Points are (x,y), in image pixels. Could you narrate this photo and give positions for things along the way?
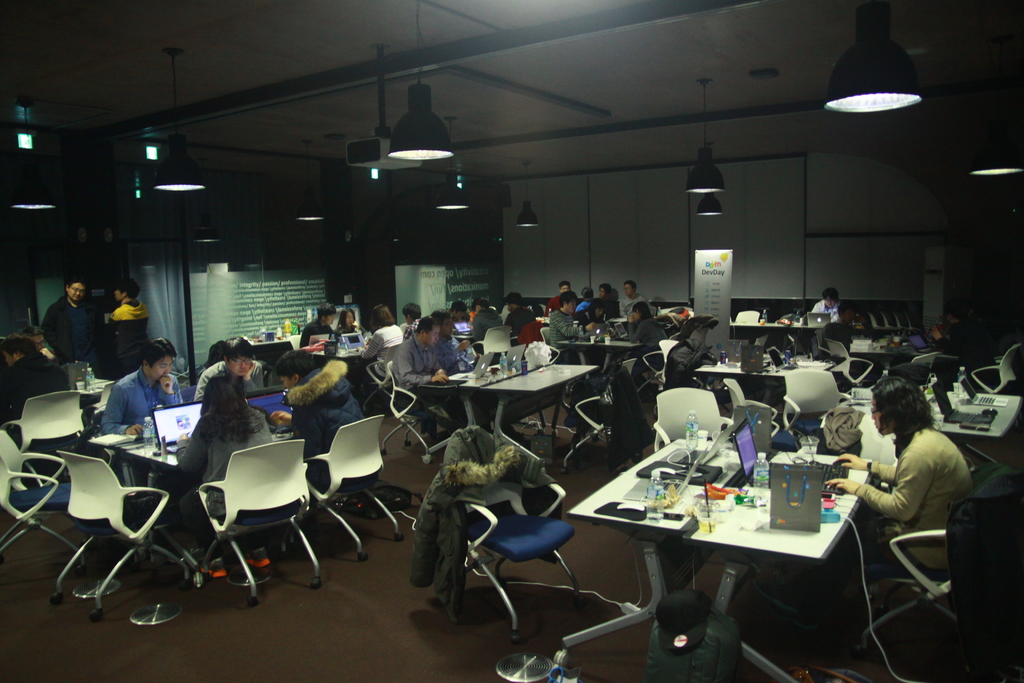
Most of the persons (907,428) are sitting on chair (818,379). In-front of this person (886,404) there is a table (813,556), on a table (805,537) there are laptops (751,453), bag (814,519) and bottles (760,481). Far there is a white banner (714,286). On top (857,99) there are lights (432,142). This 2 persons (133,287) are standing. On this chair (522,548) there is a jacket (507,472).
